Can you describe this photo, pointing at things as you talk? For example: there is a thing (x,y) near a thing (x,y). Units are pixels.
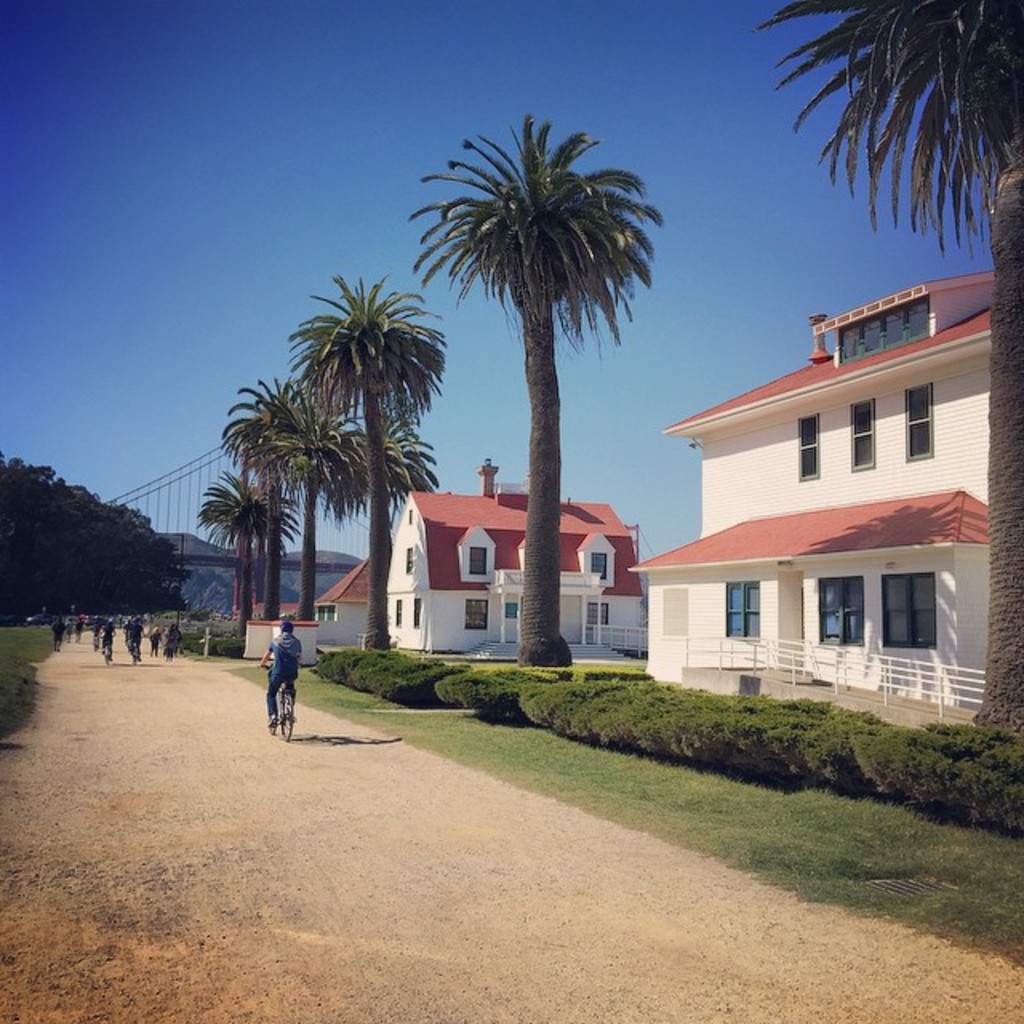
In this image there is a road (178,795) on which there are people (276,681) cycling. On the right side (764,581) there are two houses (504,516) with the windows (822,600). Beside the road (149,642) there is a garden (438,678) which has plants (692,740) in it. On the left side (60,526) there is a tree (60,540) in the background (94,557). In front of the houses (825,544) there are tall trees (532,477).
